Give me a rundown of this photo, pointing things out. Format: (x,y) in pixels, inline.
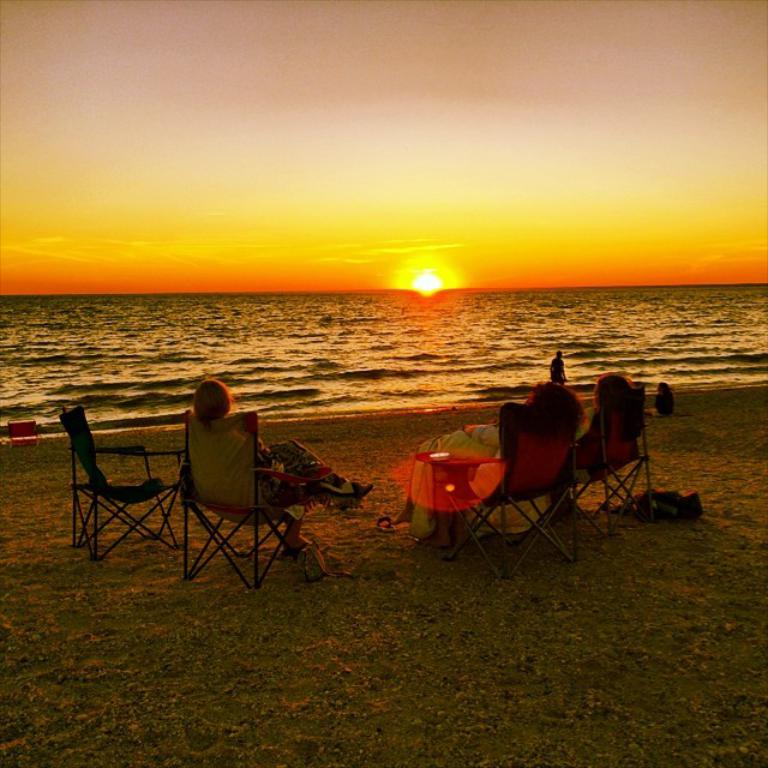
This is the picture of a sea (359,334). In this image there are group of people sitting on the chairs (547,478) and there is a person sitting on the sand (759,479) and there is a person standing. At the top (318,67) there is sky (387,234) and there is a sun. At the bottom (323,721) there is water (567,322) and sand (333,664).
